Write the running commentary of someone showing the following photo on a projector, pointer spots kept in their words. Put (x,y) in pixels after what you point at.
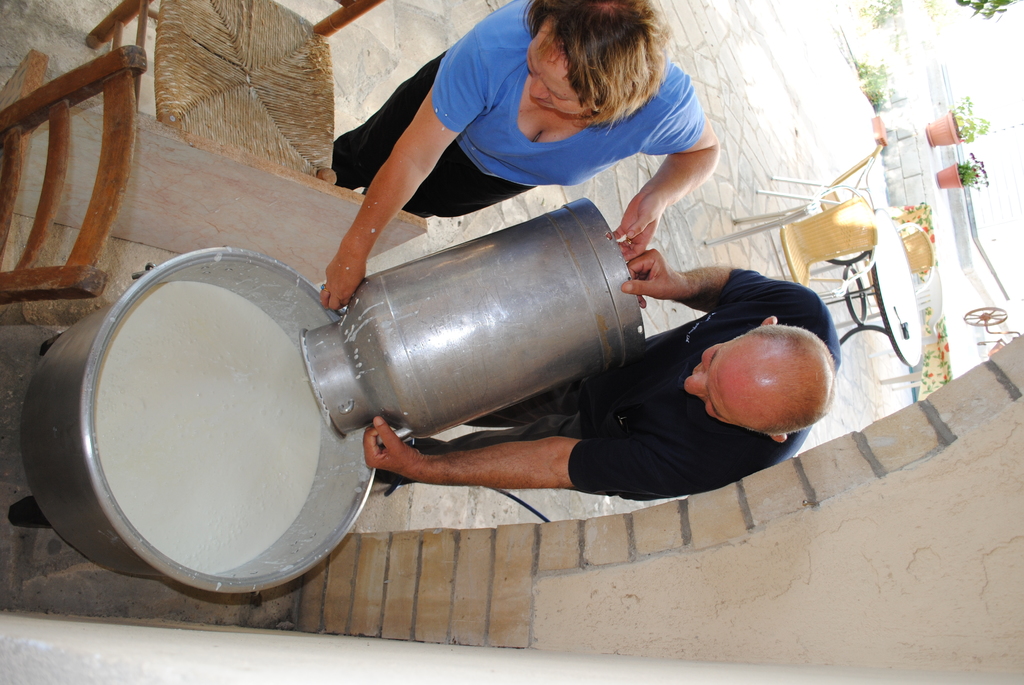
This picture seems to be clicked outside. In the center (487,239) we can see the two persons (672,154) wearing t-shirts (668,422), standing and holding a can (463,370) we can see a container (276,322) containing milk (215,416) and we can see chairs (111,146), table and the potted plants (952,175), ground (808,129) and some other objects (642,556).
